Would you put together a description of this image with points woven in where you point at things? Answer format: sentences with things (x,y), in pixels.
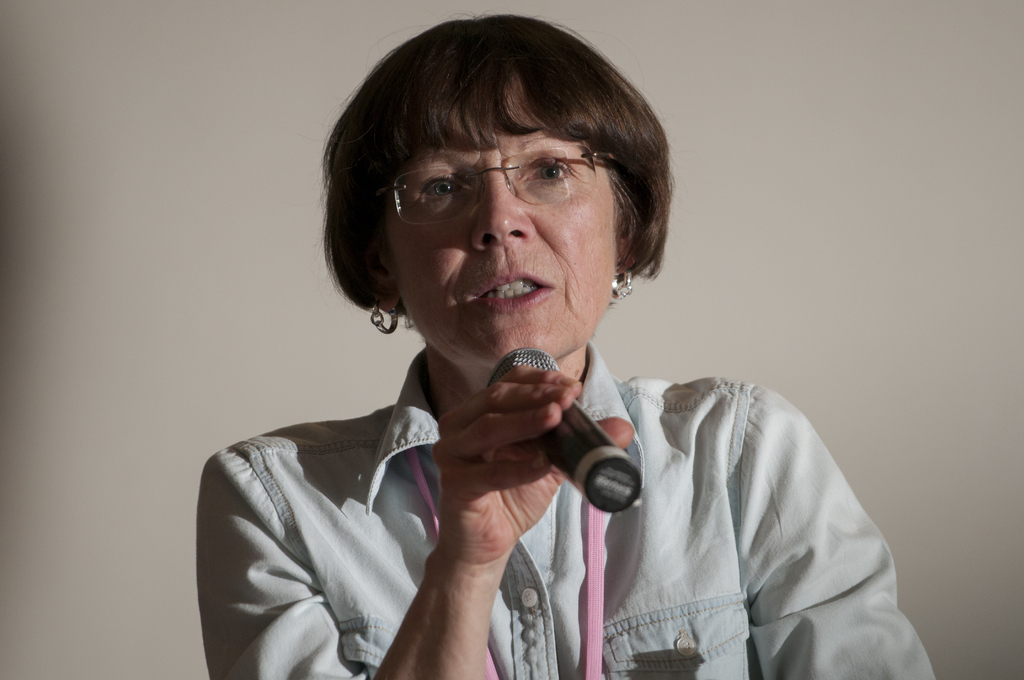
The woman (441,469) in the middle of the picture (497,391) wearing a white shirt (579,589) and pink ID card (600,573) is holding a microphone (605,460) in her hand (468,419) and she is talking on the microphone (581,446). She's even wearing spectacles (567,169). Behind her, we see a white wall (297,289).
